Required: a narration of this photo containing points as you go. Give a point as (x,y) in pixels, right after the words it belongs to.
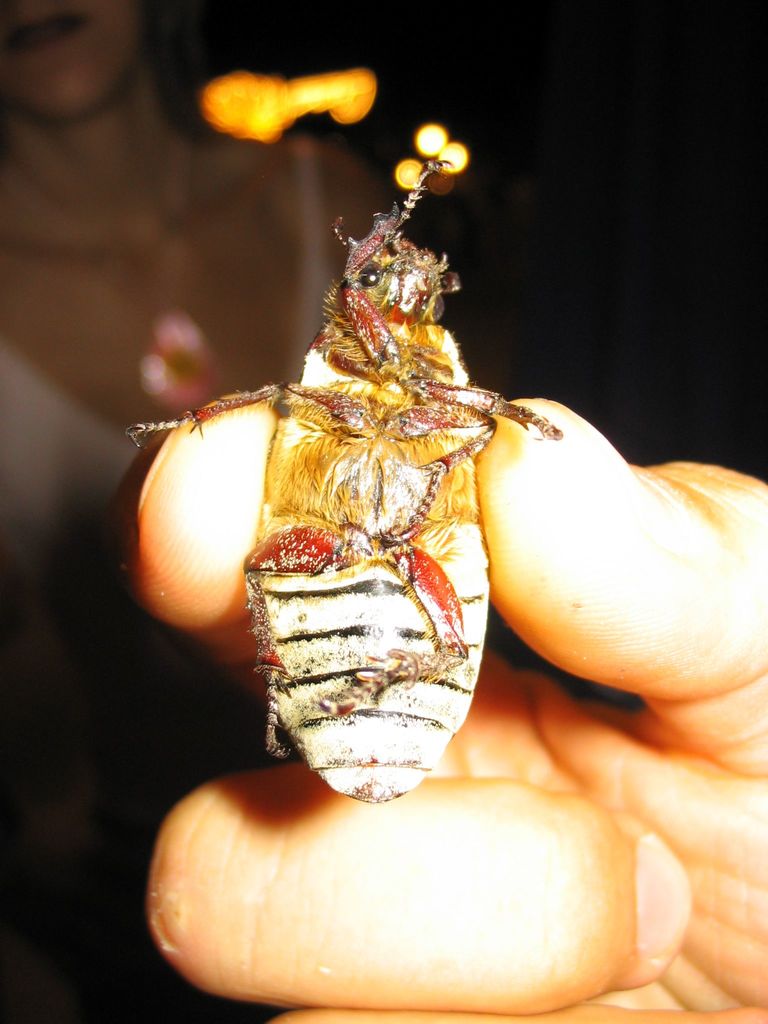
In the center of the image (509,572), we can see some person's hand (433,855) holding a beetle (394,560) and in the background (290,161), there is a lady (176,242).
